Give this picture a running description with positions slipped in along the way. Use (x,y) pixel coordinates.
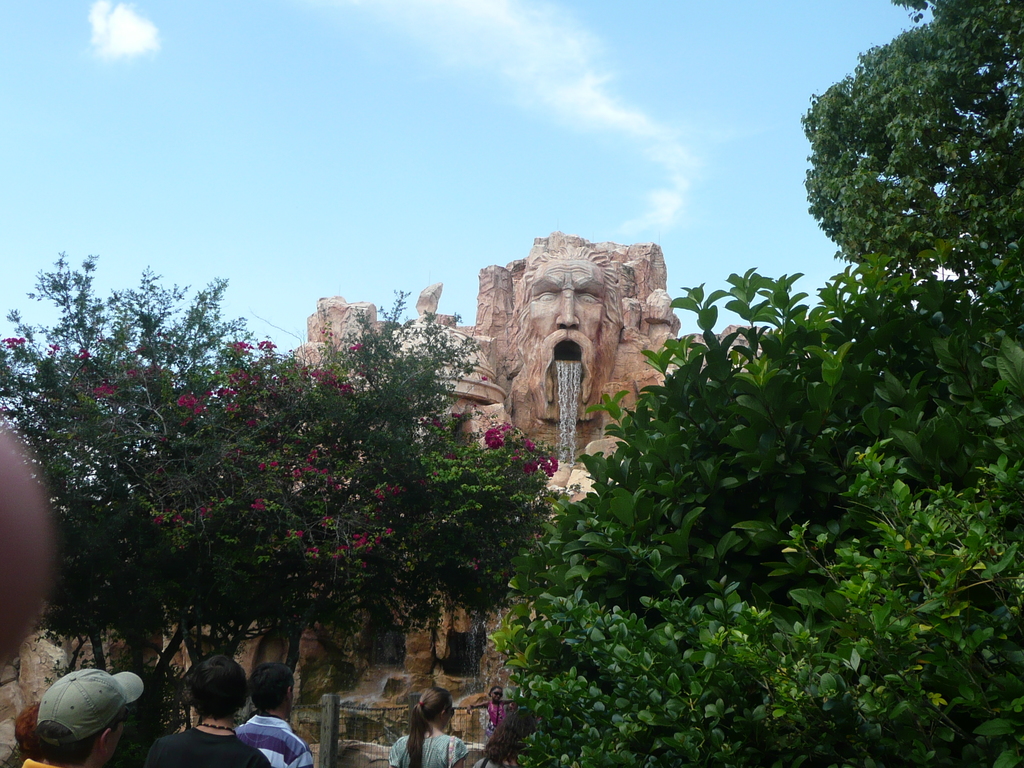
In this picture we can see a carved sculpture (513,277). We can see water flow (560,368) from its mouth (574,355). We can see rocks (582,469), trees (351,340) and flowers (555,463). On the left side of the picture (235,752) we can see people (255,754). In the background (543,114) we can see the sky (349,172).
